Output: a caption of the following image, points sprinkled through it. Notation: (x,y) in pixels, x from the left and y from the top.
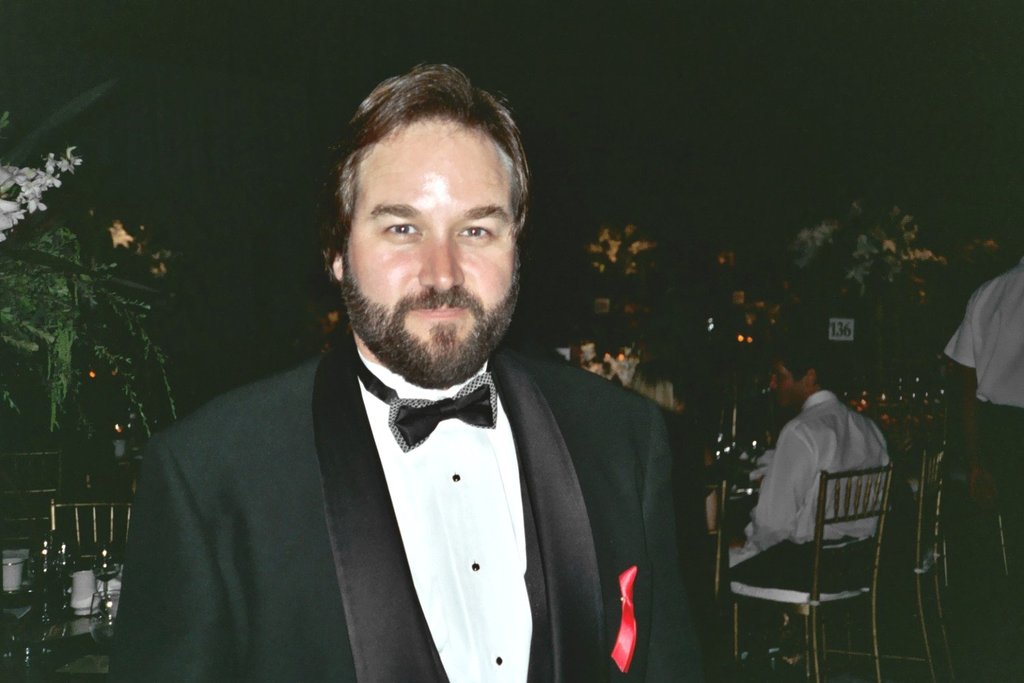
In this picture there is a man (652,589) in the center of the image (459,440) and there are other people (1012,324) those who are sitting around the tables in the background area of the image (962,313), there are flower plants (32,192) in the background area of the image (117,294).
